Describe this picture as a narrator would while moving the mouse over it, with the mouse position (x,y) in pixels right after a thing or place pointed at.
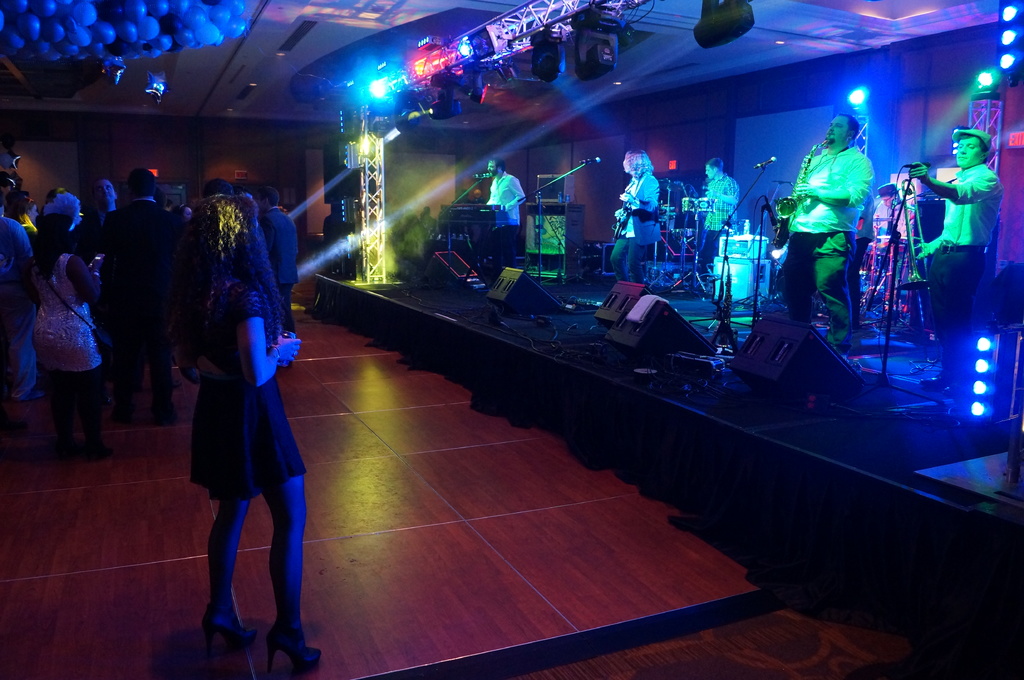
In this picture we can see few persons (632,277) are playing musical instruments (867,283). There are lights (426,43), mike's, speakers (789,332), balloons (218,1), and few persons (155,320). There is ceiling (782,60). In the background (43,129) we can see wall (389,183).
